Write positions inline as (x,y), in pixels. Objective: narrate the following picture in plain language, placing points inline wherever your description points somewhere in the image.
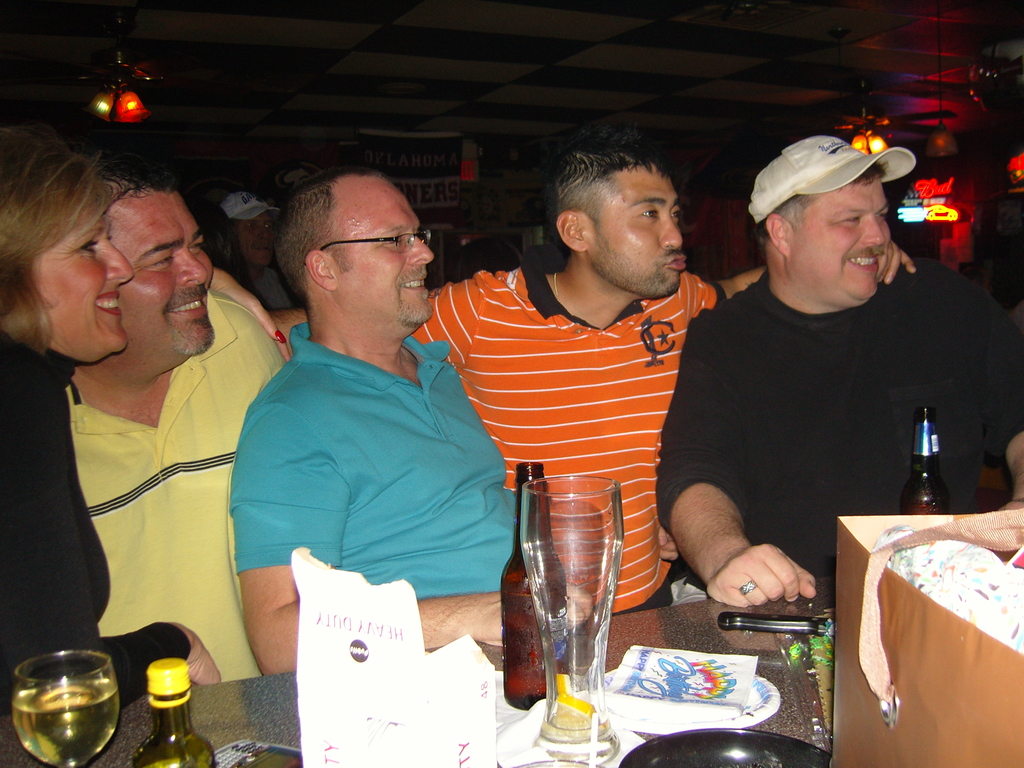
This picture shows few people (522,377) with a smile (869,258) on their faces (843,293) and we see a man (843,241) wore a cap (778,162) on his head (790,212) and another man (402,244) wore spectacles (426,233) on his face (389,213) and we see glasses (541,515) and bottles (150,751) and few napkins (657,690) on the table (787,728) and we see a carry bag (852,637) and we see lights (144,114) to the roof (165,123) and we see people (232,208) on the back (248,227). A person (260,213) wore a cap (255,198) on their head (239,236).
